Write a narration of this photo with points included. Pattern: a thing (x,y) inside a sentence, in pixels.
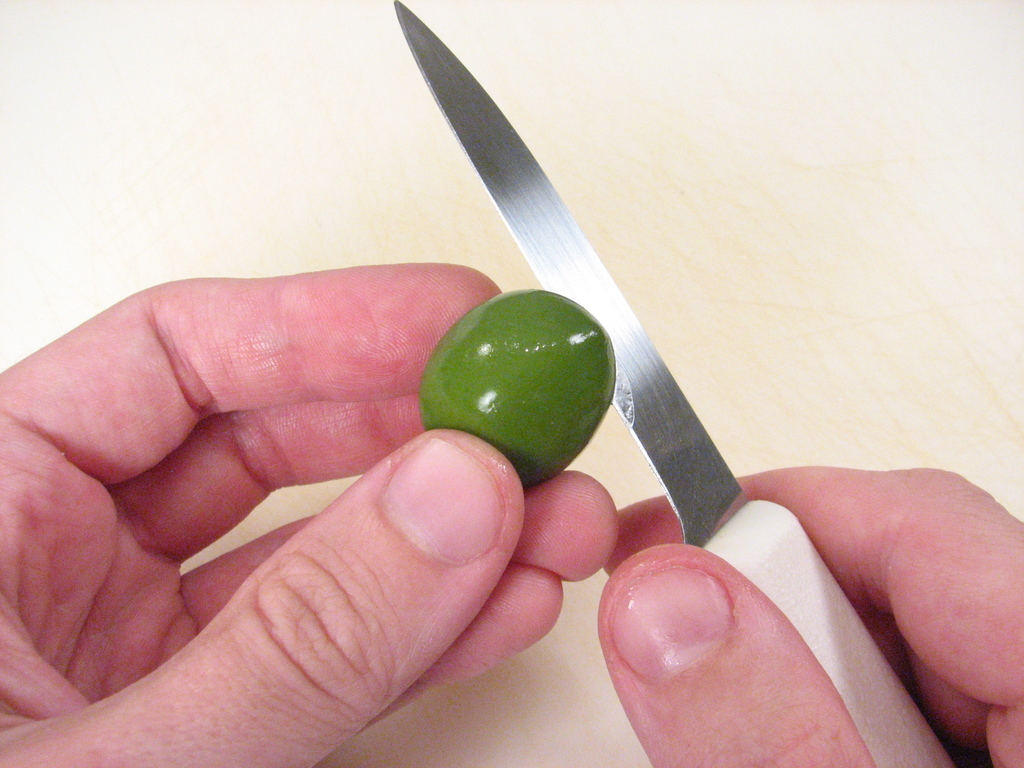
In the image we can see there is a fruit (503,434) and there is knife (504,163) in persons hands (717,562).
